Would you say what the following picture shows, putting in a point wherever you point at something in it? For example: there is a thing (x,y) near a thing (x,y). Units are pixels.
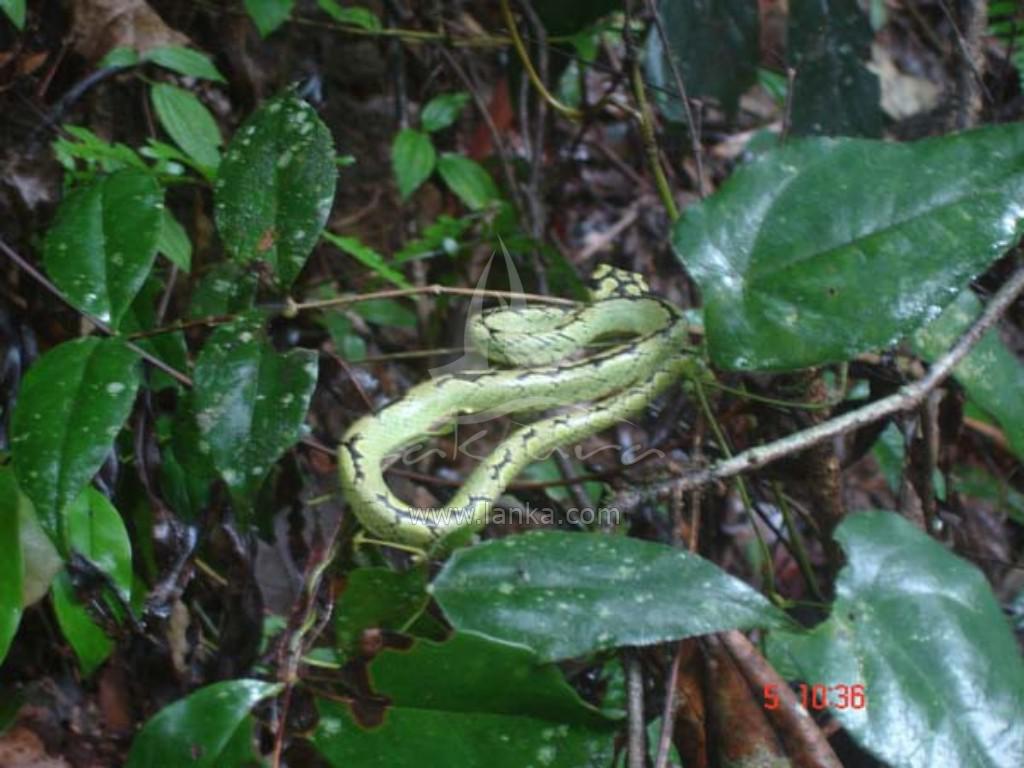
In this image we can see there are some plants (193,508) and a snake (393,404).
